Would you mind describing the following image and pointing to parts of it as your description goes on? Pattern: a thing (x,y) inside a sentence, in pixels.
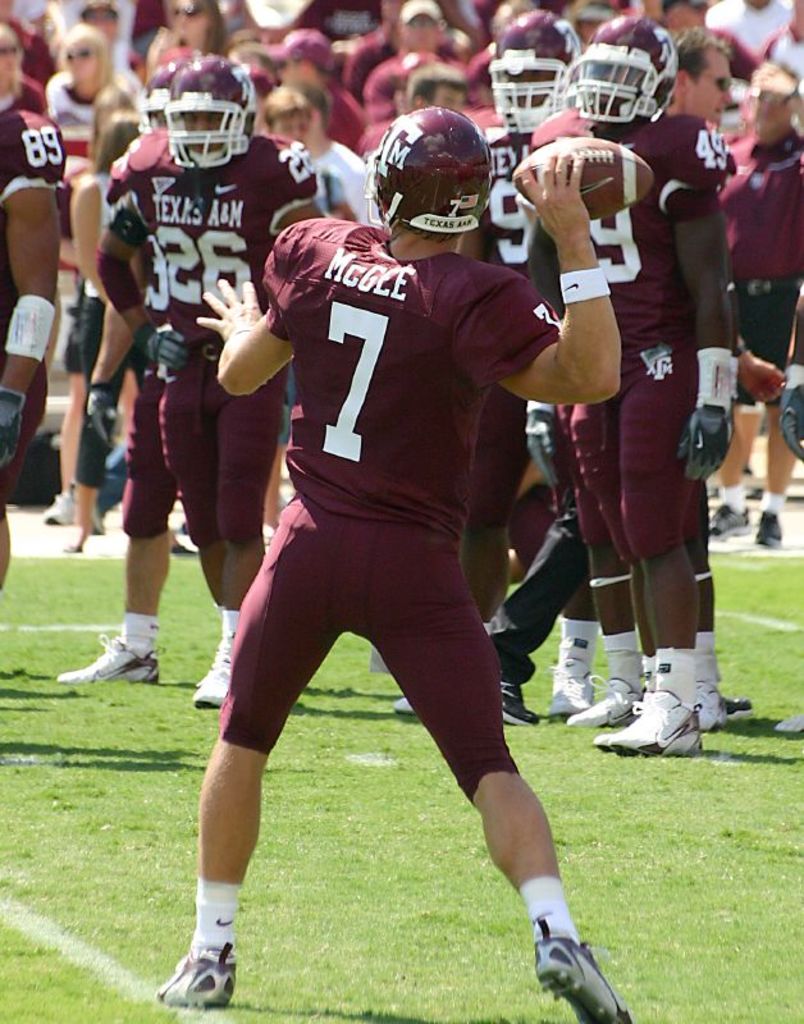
In this image there is one person (226,737) is standing in the ground (5,810) and throwing a ball (568,166) in middle of this image (396,492) and there are some persons (378,125) standing in the background (14,448).
